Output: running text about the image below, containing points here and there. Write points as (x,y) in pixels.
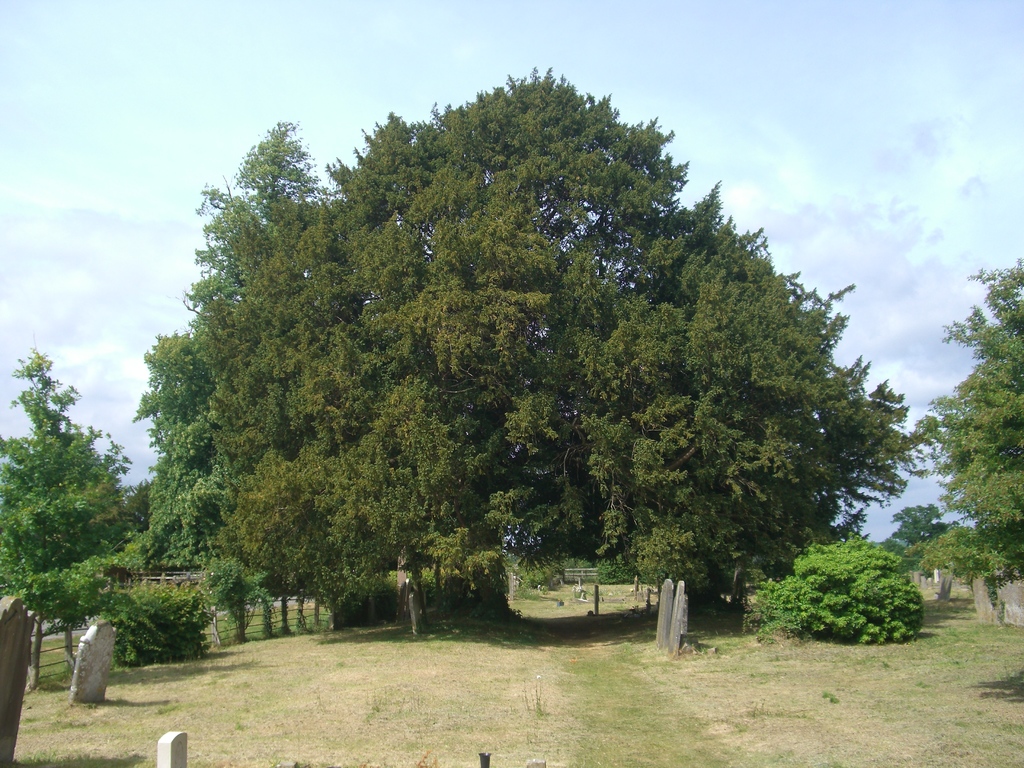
In this image we can see some trees (421,386) and plants (917,616) and there are some stones (27,637) which looks like gravestones (678,619) and at the top (883,130) we can see the sky (327,60).
